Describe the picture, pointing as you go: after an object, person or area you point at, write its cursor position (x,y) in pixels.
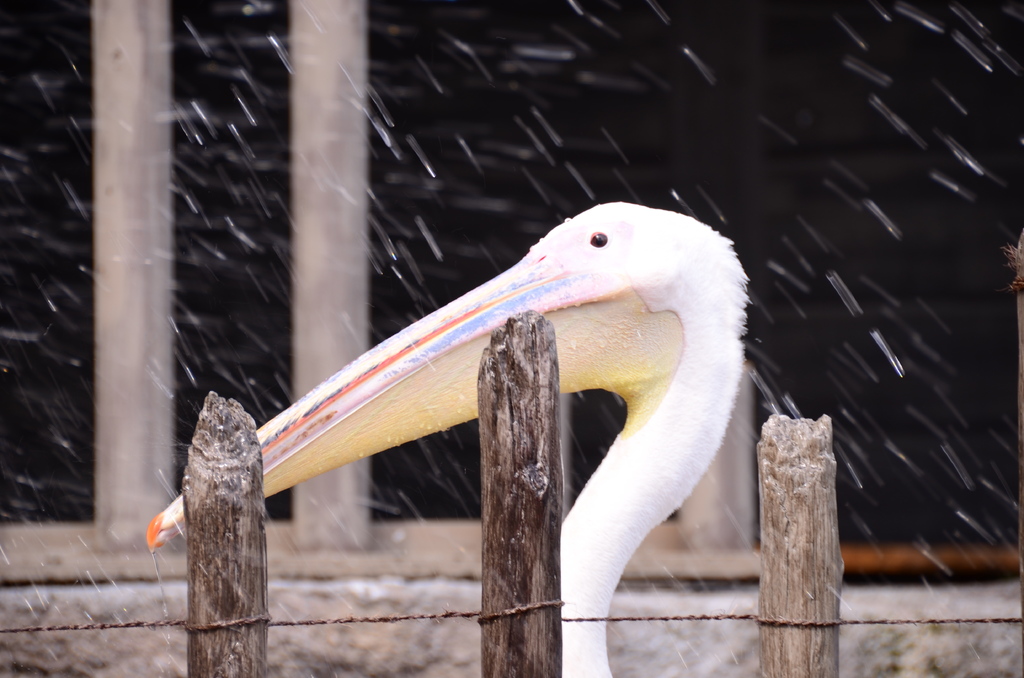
In this picture there is a bird (638,481) behind the railing (562,604) which is in white color. At the back (254,245) there are poles (296,277) and there are water droplets (232,228) in the air.
